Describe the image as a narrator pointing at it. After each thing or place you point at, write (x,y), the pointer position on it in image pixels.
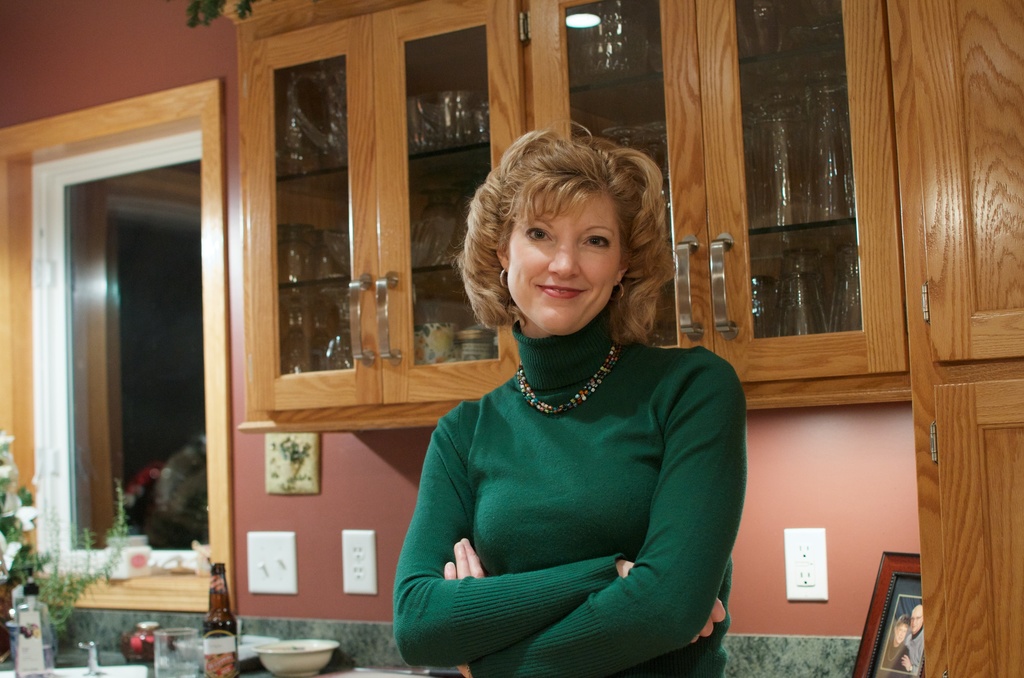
In this image we can see a person (553,508) with a chain (563,409) around the neck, there we can see few bottles (229,625), a plant (60,583), photo frame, bowls (304,655) on the stone table (277,675), there we can see a sink (70,667), a window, a few glasses (468,106) in the shelves (435,252) of a cupboard (543,71) and switch boards (264,559) to the wall (767,608).
